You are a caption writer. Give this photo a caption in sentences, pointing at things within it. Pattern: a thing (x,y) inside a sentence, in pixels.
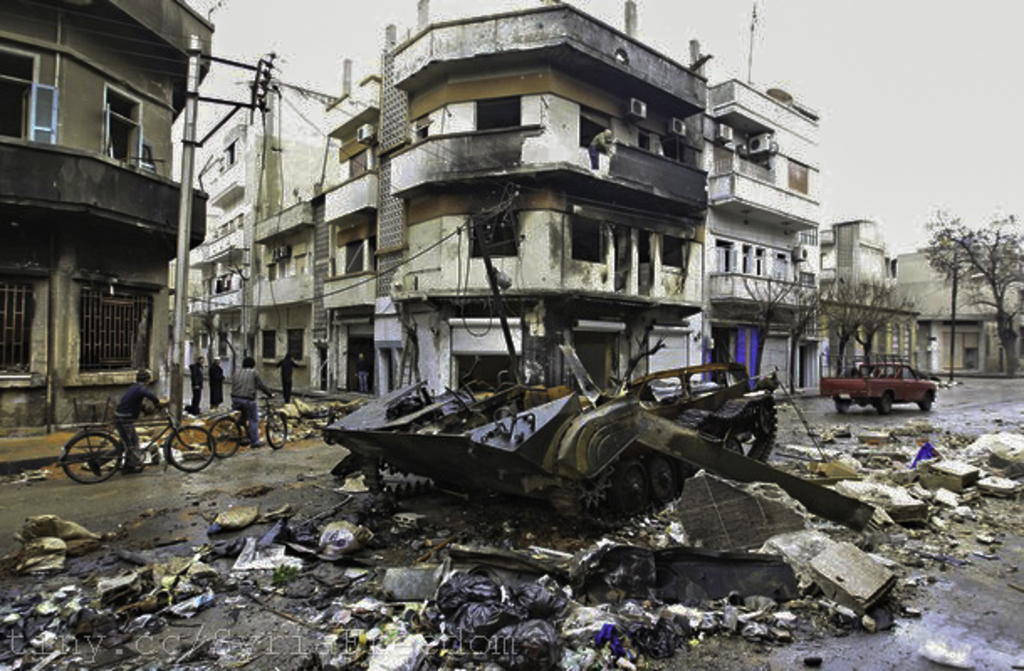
In this image, we can see people (151,391) riding bicycles (207,428) and some vehicles (482,426) are on the road (314,466) and we can see a waste (663,564). In the background (330,229), there are buildings (337,207), trees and poles (193,170) along with wires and some people (286,359) standing.
